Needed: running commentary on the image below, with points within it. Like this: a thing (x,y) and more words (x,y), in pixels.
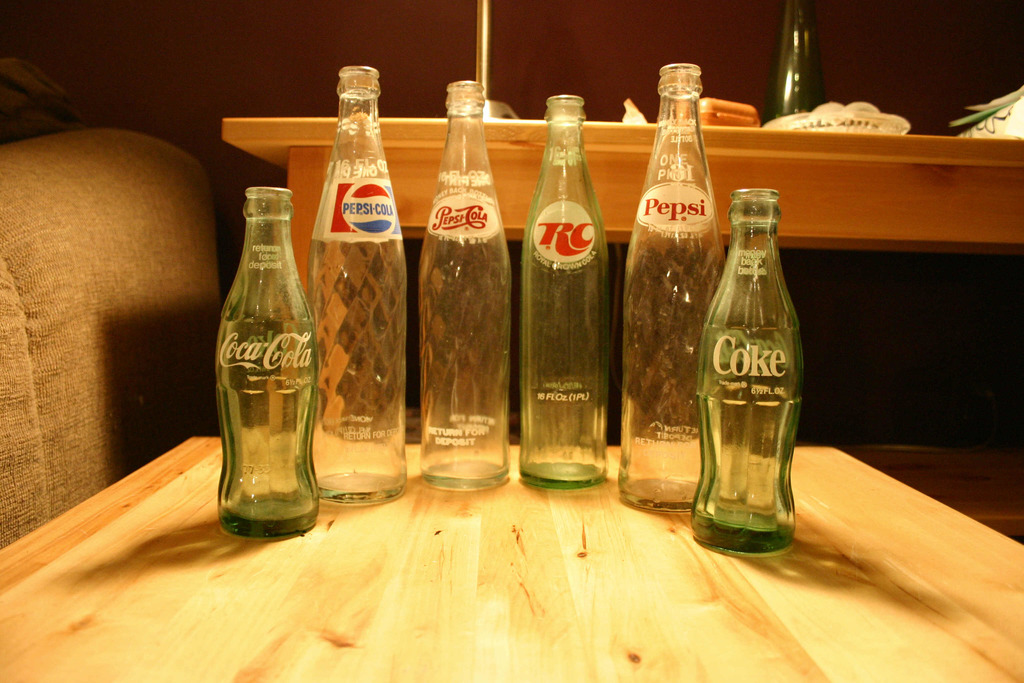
In this picture we have beverage bottles (343,401) they are placed on a table (513,586). In the backdrop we have a table (942,141) with some objects (819,94) on it.
